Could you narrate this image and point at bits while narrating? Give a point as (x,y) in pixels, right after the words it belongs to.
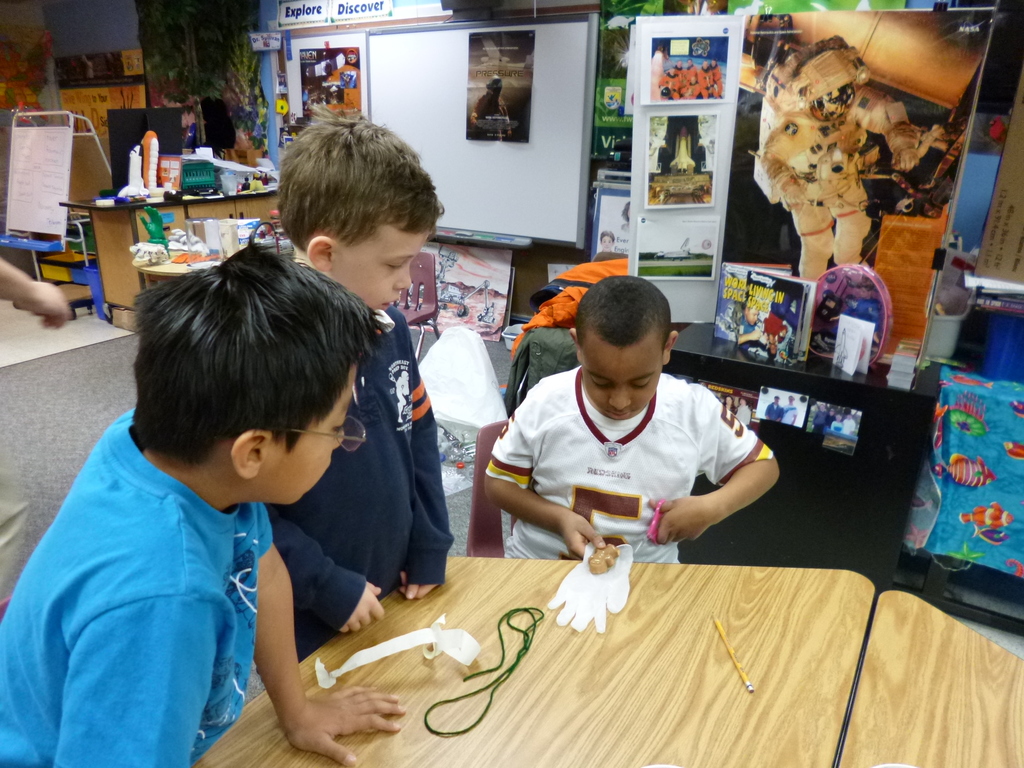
On the left side (332,333), there are two children (325,335) in different color t-shirts (204,610). In front of them, there is a wooden table (816,664), on which there is a pencil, a green color thread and other objects (443,647). Behind them, there is another child (574,453) in a white color t-shirt (627,470), holding a scissor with a hand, sitting. In the background (636,89), there are posters (700,82), a white board (429,68), a hand (49,299) of a person (38,290) and other objects (136,234).
